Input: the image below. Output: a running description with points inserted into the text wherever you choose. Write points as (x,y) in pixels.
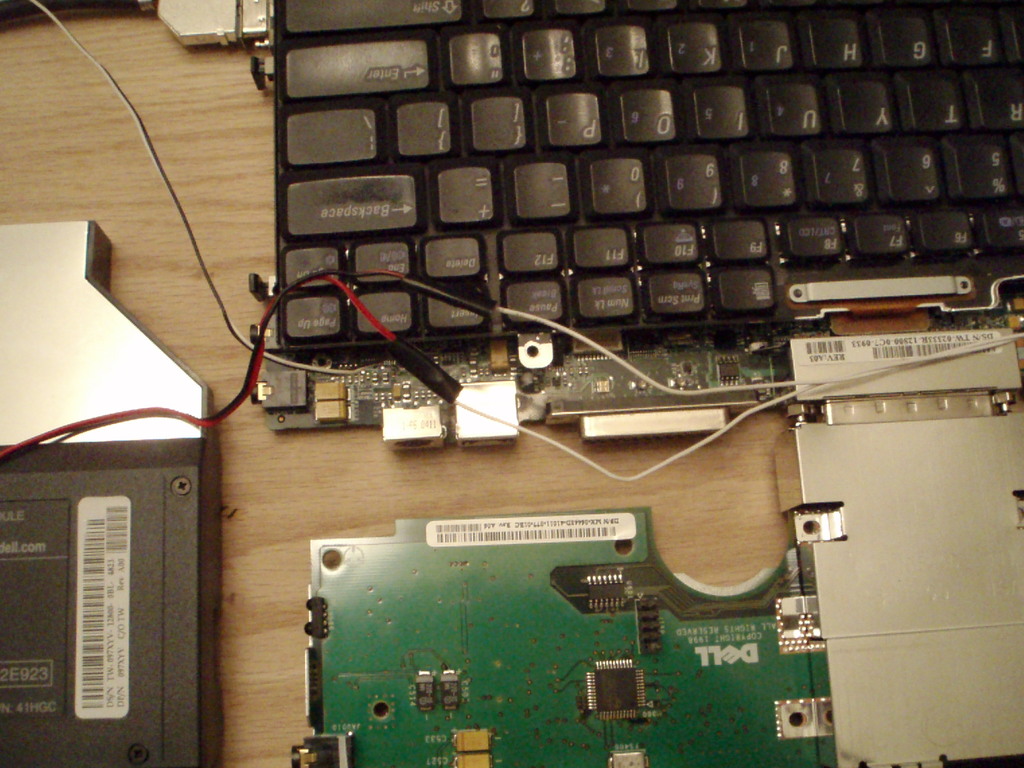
In this picture, there are devices (907,501) and a keyboard (509,285) placed on the table (245,204).
